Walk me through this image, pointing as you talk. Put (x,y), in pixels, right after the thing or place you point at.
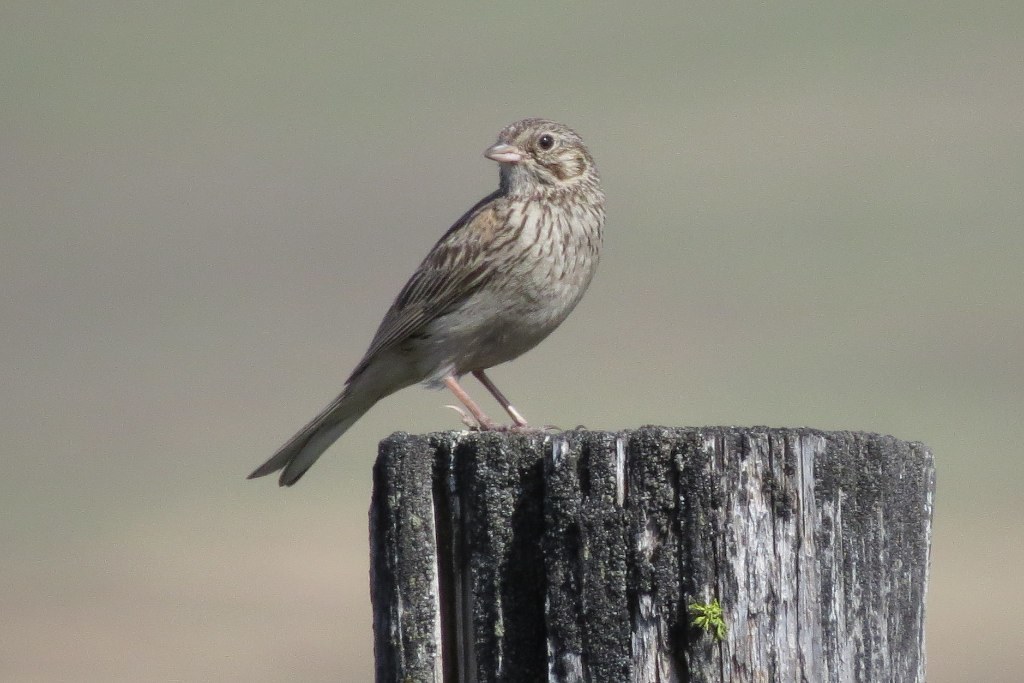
In the image there is a bird (532,225) standing on wooden block (648,506) and the background (843,122) is blurry.
